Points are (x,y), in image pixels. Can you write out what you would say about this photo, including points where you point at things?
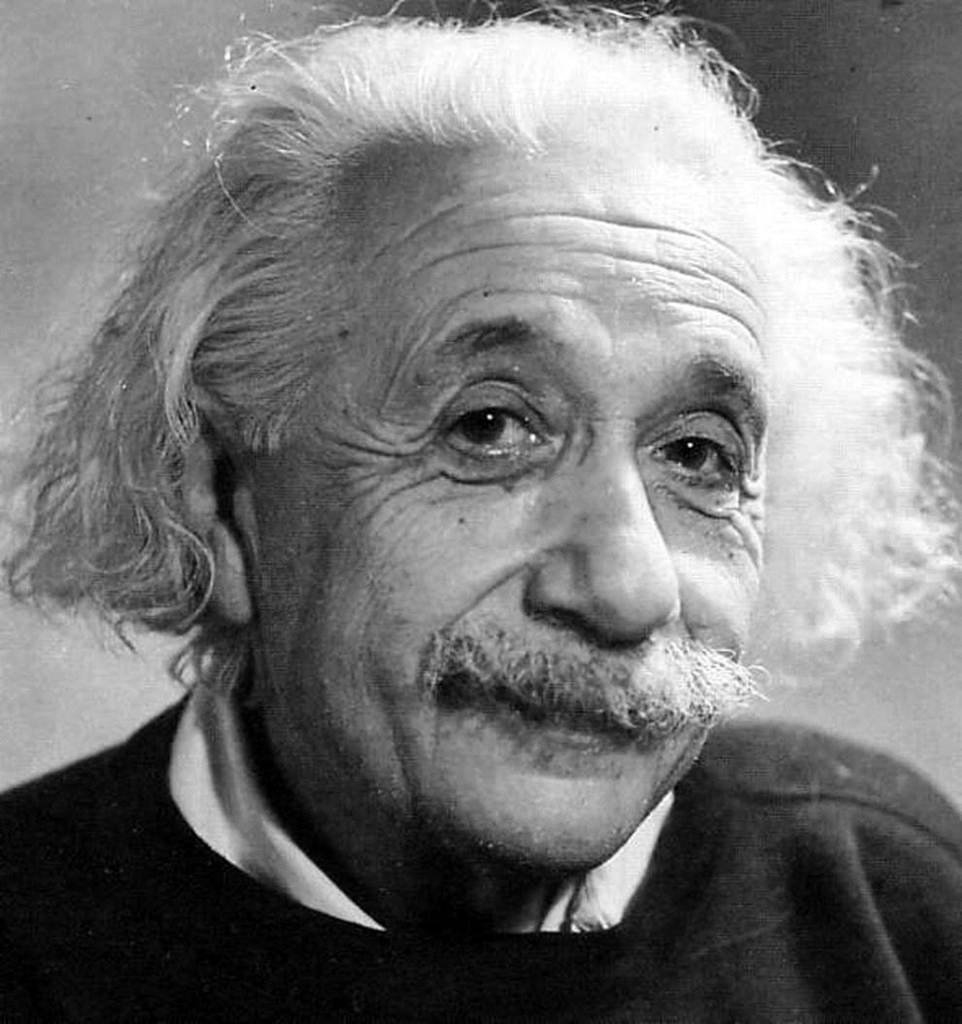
This is a black and white image. In the center of the image (535,419) a man (380,641) is present.
